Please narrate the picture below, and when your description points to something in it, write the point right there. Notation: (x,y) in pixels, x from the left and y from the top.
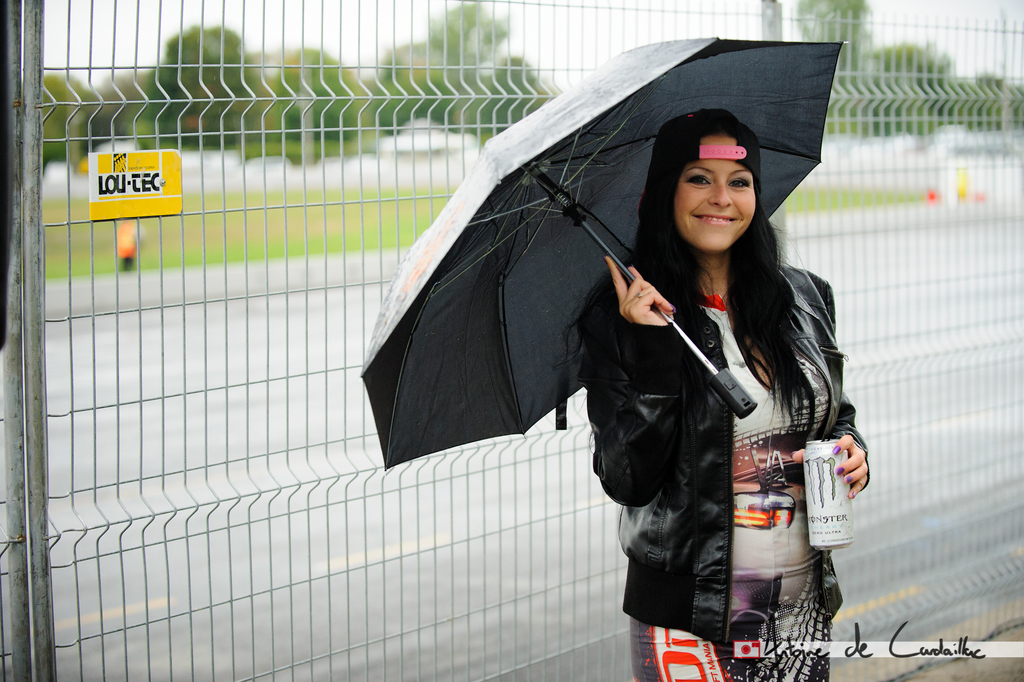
In this image I can see a person (700,386) standing and smiling. She is holding a tin (814,506) in one hand (837,472) and holding an umbrella (668,322) in other hand (634,298). There is iron fencing (170,216), there are trees (386,69), and in the background (356,44) there is sky (356,44). Also in the bottom right corner of the image (902,653) there is a watermark (902,653).
